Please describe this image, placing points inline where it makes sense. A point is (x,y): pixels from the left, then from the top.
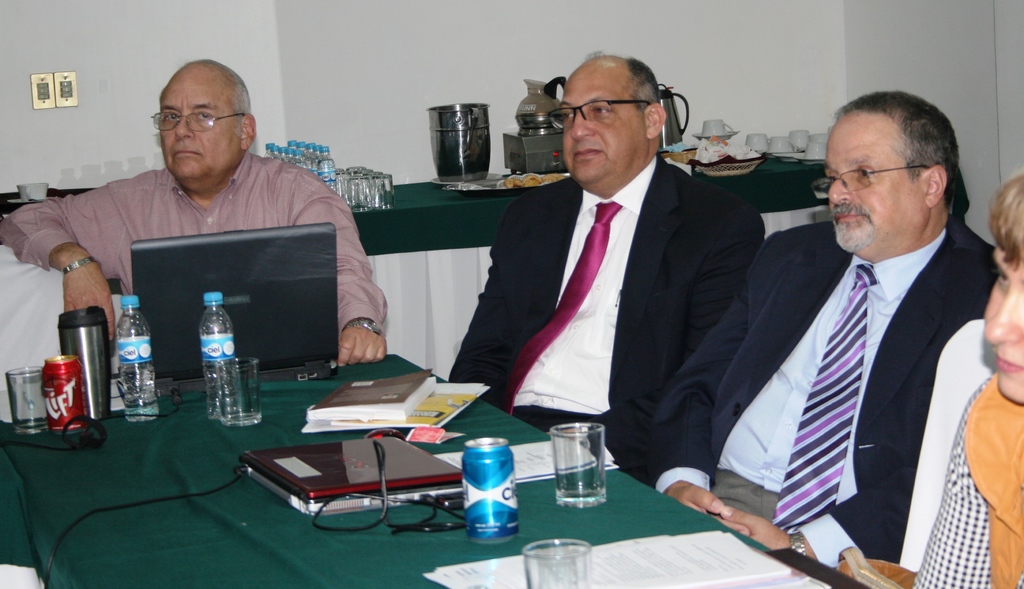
In this image there are four persons (578,254) sitting on the chair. On the table (621,480) there is a glass (586,463), laptop (342,491), bottle (138,376), book (418,380).
